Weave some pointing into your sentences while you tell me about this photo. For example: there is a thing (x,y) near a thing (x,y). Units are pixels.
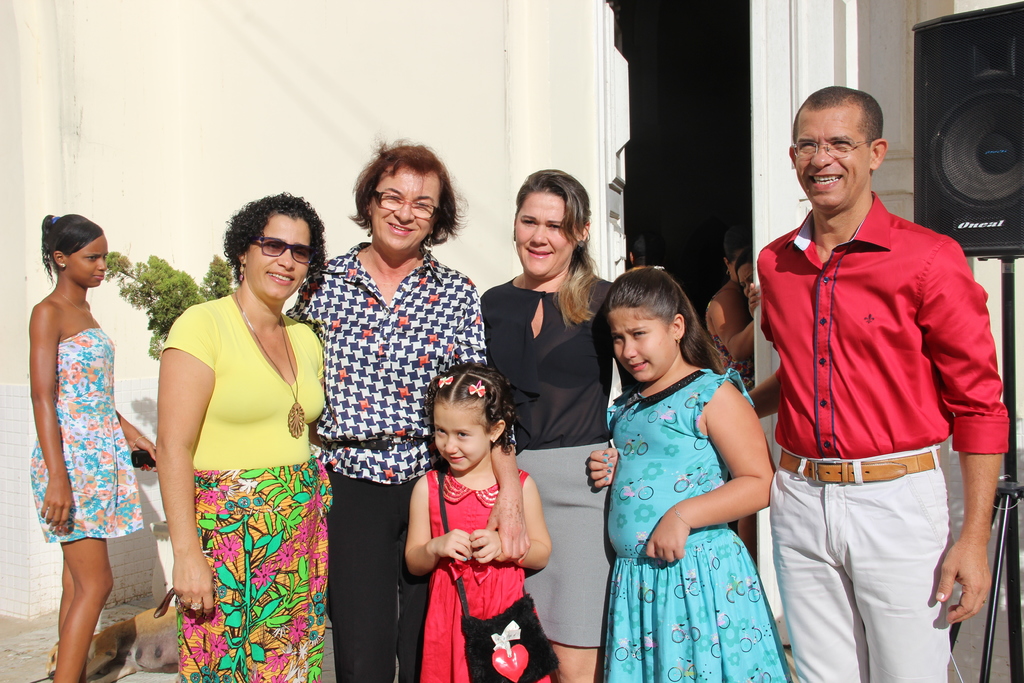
In this image there are a few people (489,439) standing. They are smiling. Behind them there is a wall (365,49). To the right (950,176) there is a speaker (986,211) on a tripod stand (1006,347). There is a door (640,151) to the wall (582,19). There is a plant (166,284) in front of the wall (139,238). In the background (731,312) there are a few people (99,253). There is a dog (125,647) sleeping on the ground (35,653).
